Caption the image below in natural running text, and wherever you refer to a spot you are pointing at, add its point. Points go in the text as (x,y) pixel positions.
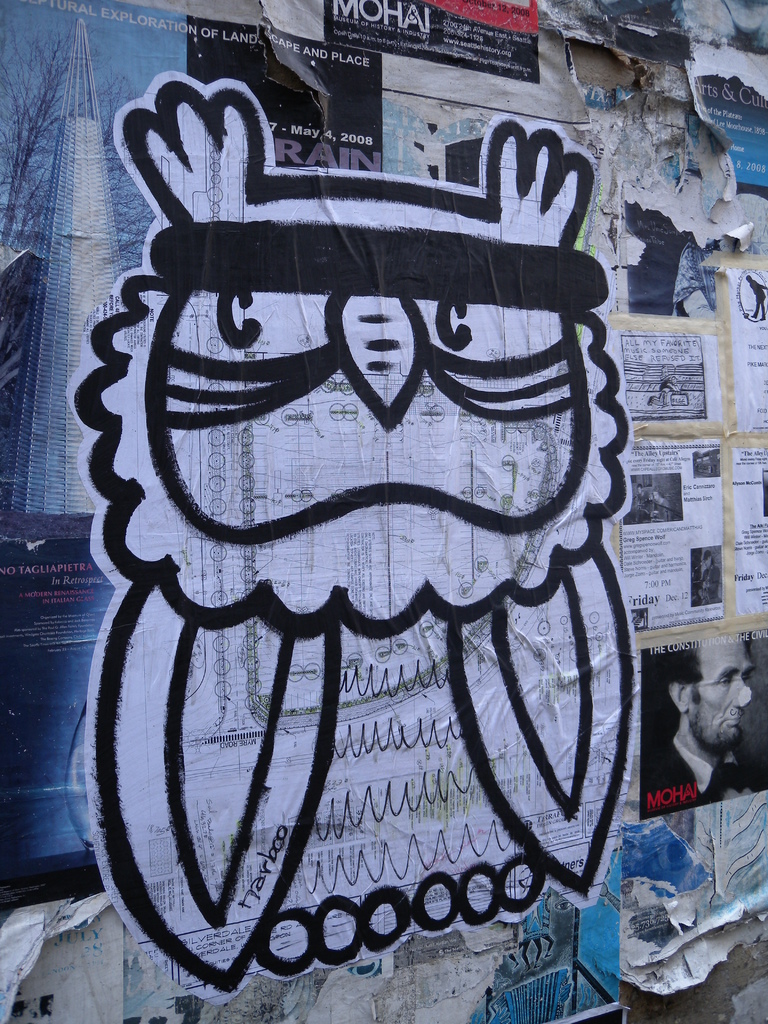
In this picture we can see a wall (481,993) where, there are some papers (694,545) pasted on the wall (548,812), we can see a man (714,730) in this paper (707,732).
